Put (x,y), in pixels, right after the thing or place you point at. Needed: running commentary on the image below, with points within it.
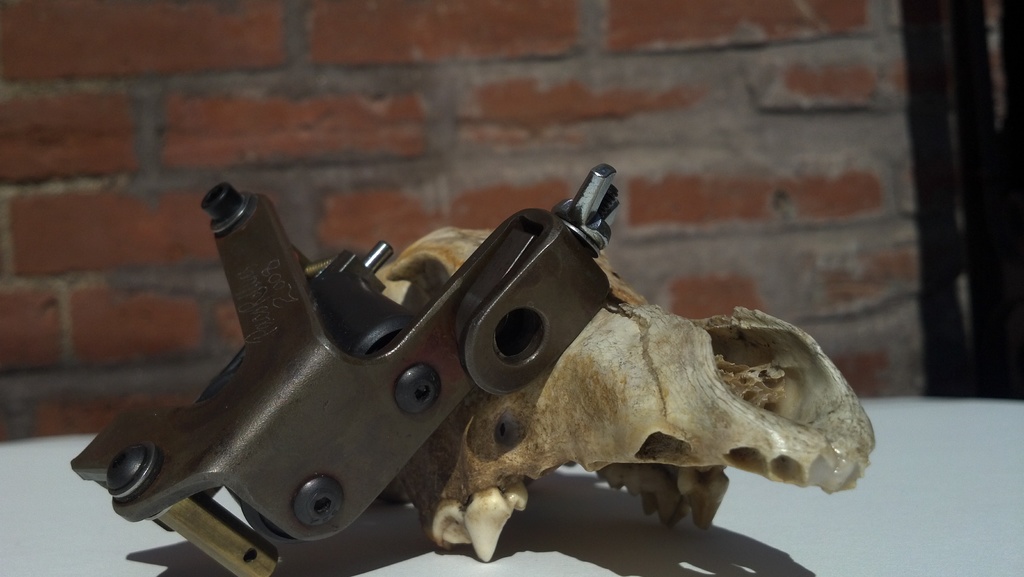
In this image there is a table (946,478), on that table (734,527) there is a skull (675,353) of an animal (590,413) and an iron object (241,405), in the background (164,51) there is a wall (807,108).
